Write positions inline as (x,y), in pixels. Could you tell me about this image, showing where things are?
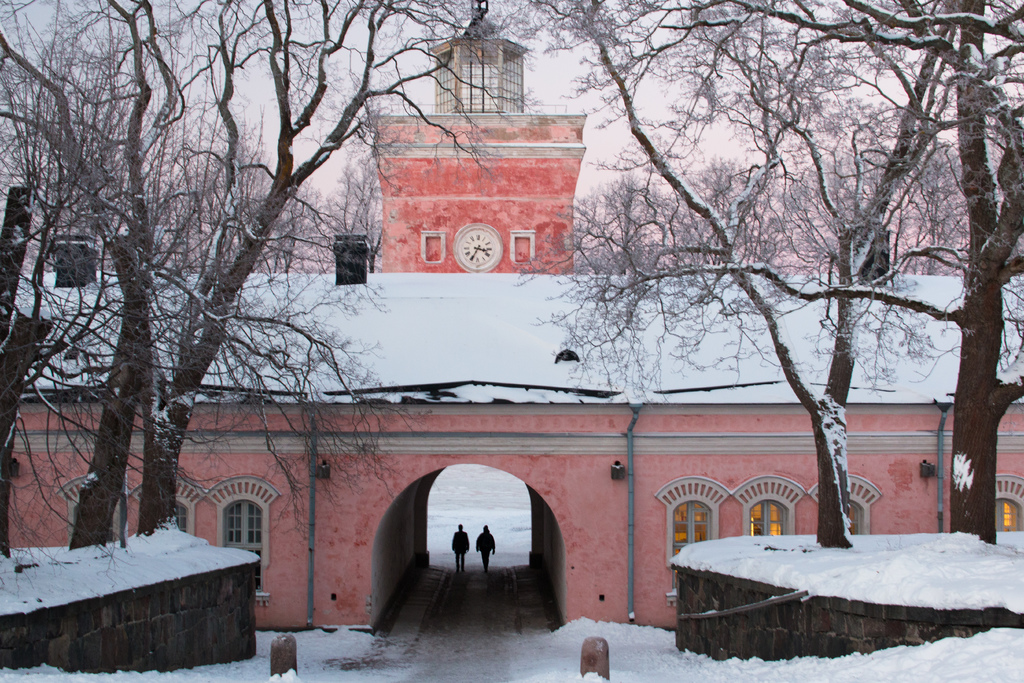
In this image we can see many trees (725,266). Also there is snow (435,370). And there is a building (500,464) with windows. And there is a tunnel (473,507) through the building (562,463). And two persons (461,542) are walking. On the building (488,206) there is a clock (488,254).
